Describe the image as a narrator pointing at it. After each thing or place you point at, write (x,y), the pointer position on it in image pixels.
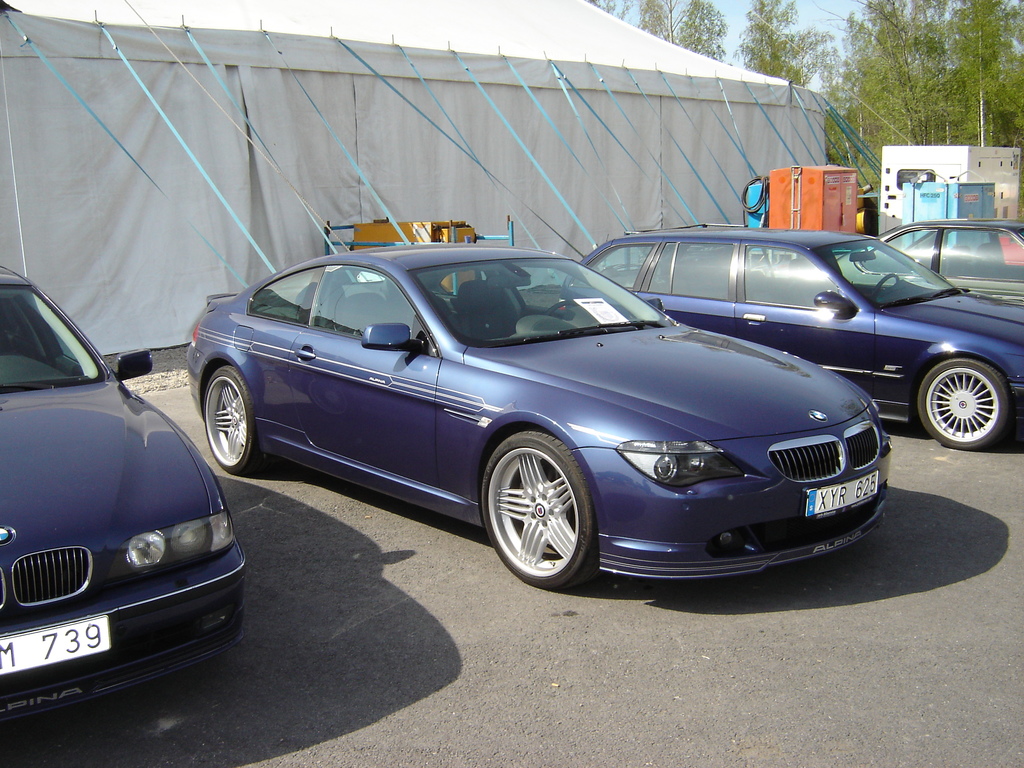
In the center of the image (468,355) we can see cars (817,409) on the road (811,629). In the background (141,101) there is a tent (639,177), trees (872,136) and a generator (897,175).
